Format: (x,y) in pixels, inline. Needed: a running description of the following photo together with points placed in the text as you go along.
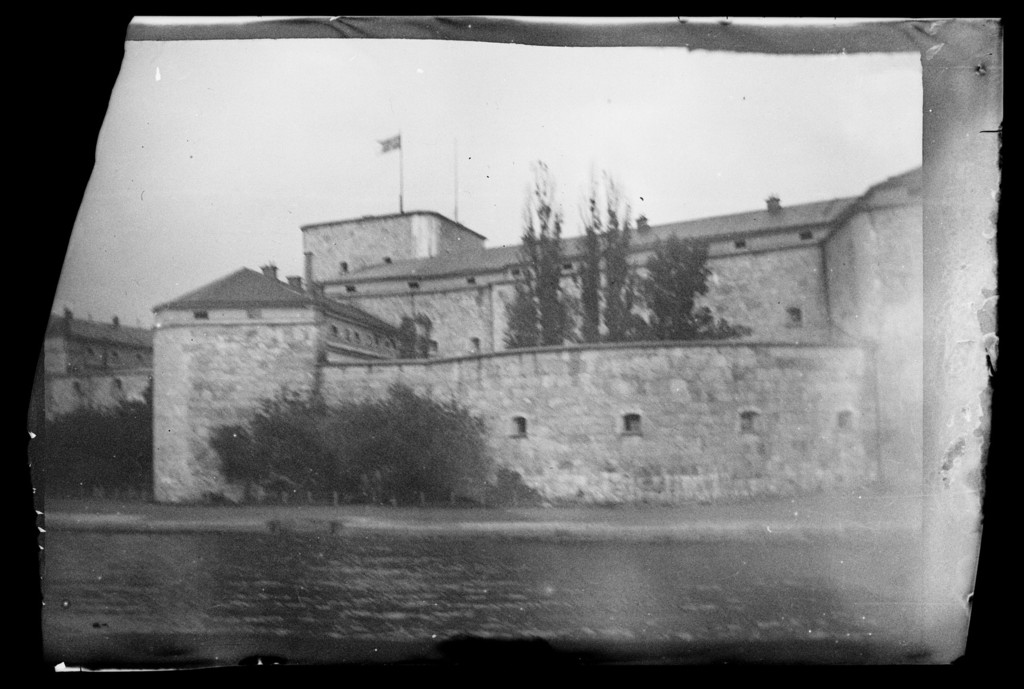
In this image there is a building (345,400) in the middle of this image (359,313). There are some trees (361,443) on the left side of this image (282,430) and in the middle of this image (639,298). There is a sky (466,108) on the top of this image (496,128). There is one flag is on top of this building (402,217).
